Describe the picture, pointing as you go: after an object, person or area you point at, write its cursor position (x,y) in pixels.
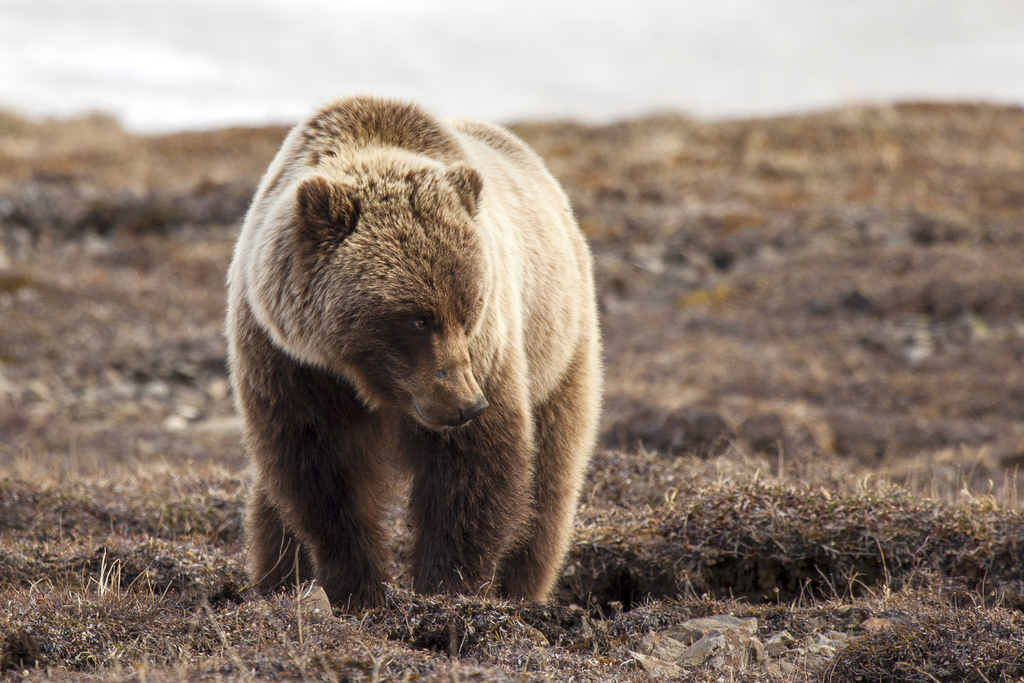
In this image we can see there is a bear (308,556) standing on the ground (732,372).
